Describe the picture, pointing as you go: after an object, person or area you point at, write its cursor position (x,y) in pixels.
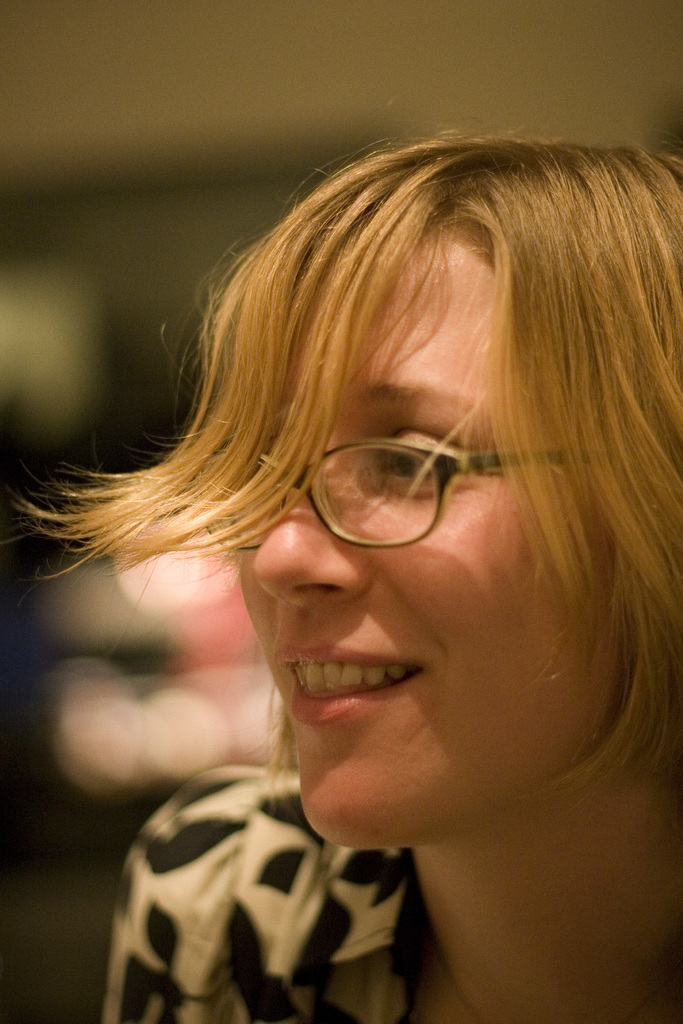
In this image there is a girl (336,685) who is wearing the spectacles (345,503).
